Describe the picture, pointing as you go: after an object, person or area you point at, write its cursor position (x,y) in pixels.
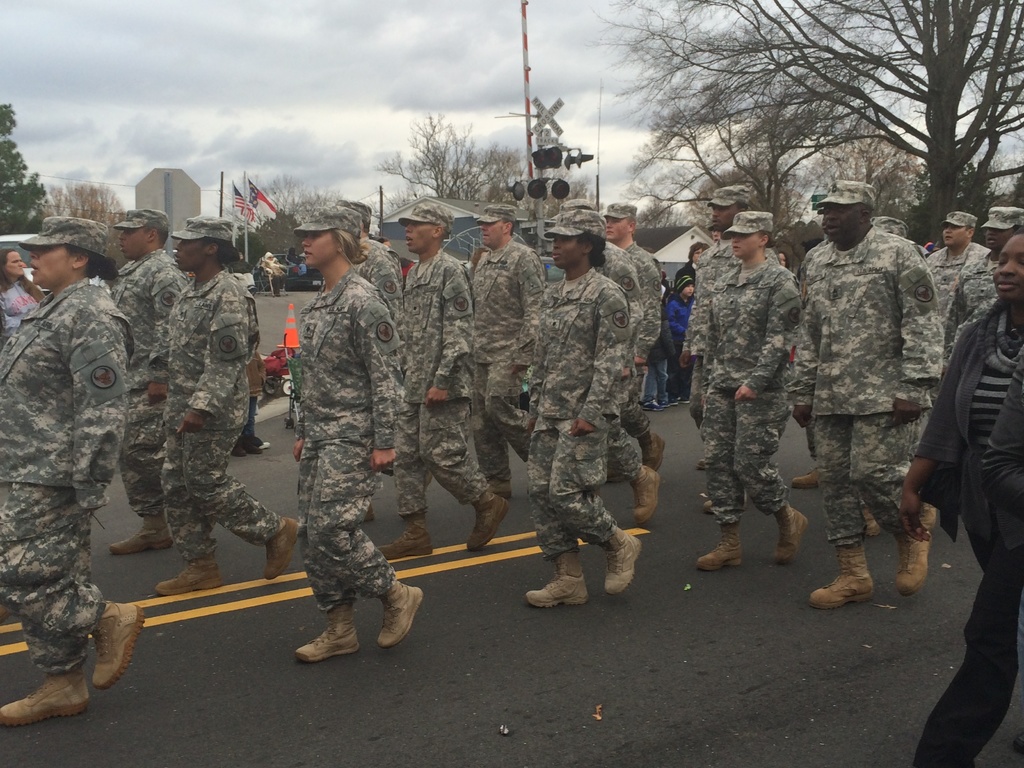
In this image we can see these people (163,274) wearing uniform (887,333), caps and shoes (846,562) are walking on the road (592,634). In the background (1,306), we can see a few more people (1,306) standing on the road (696,634), we can see road cones (287,331), traffic signal poles (512,185), trees (497,176), flags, houses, boards (181,185) and the cloudy sky (204,176) in the background (376,101).
